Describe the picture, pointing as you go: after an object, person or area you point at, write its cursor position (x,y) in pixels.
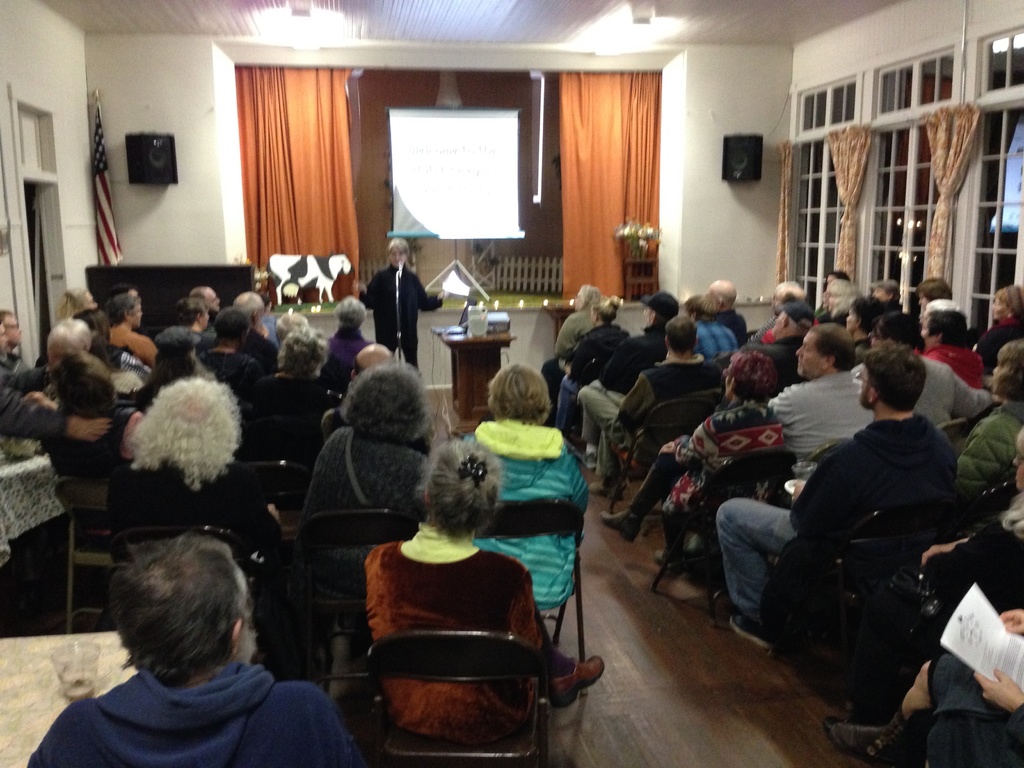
In this picture we can see a group of people (203,560) sitting on chairs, paper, glass (72,670) and in front of them we can see a person (382,286) standing on the floor (435,419), mic (400,337), screen (413,175), curtains (273,150), speakers (732,158), flag (104,233), windows (803,217), walls (148,247) and some objects (488,370).
